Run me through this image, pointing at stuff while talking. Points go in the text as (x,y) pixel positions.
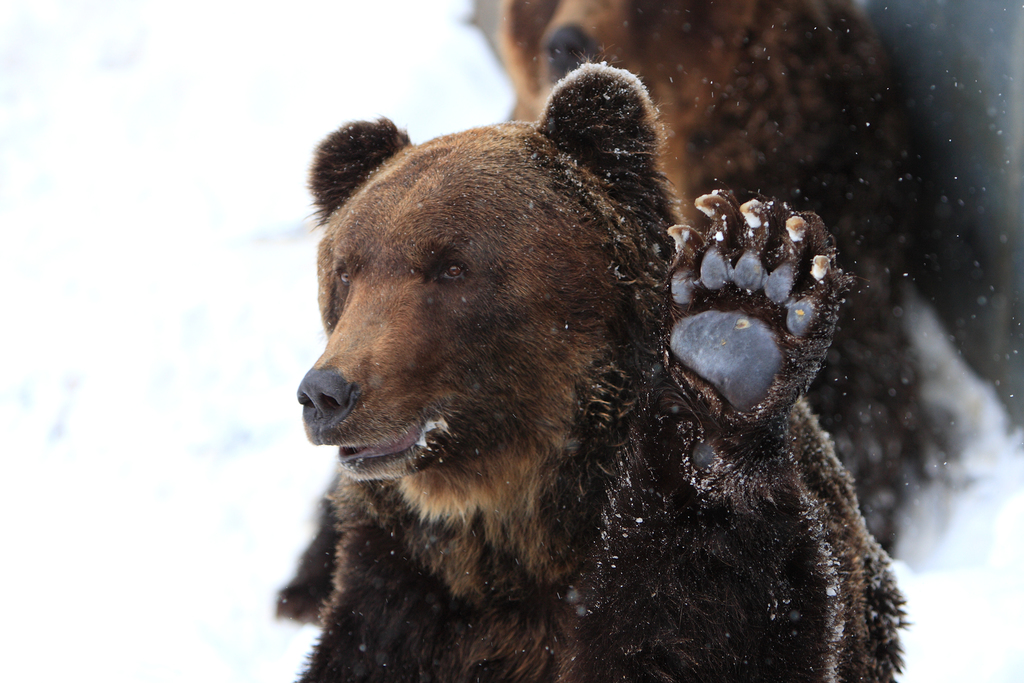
In this picture there is a bear (649,458) in the center (624,270) which is in brown in color. In the background (786,73) there is another bear (856,142).
